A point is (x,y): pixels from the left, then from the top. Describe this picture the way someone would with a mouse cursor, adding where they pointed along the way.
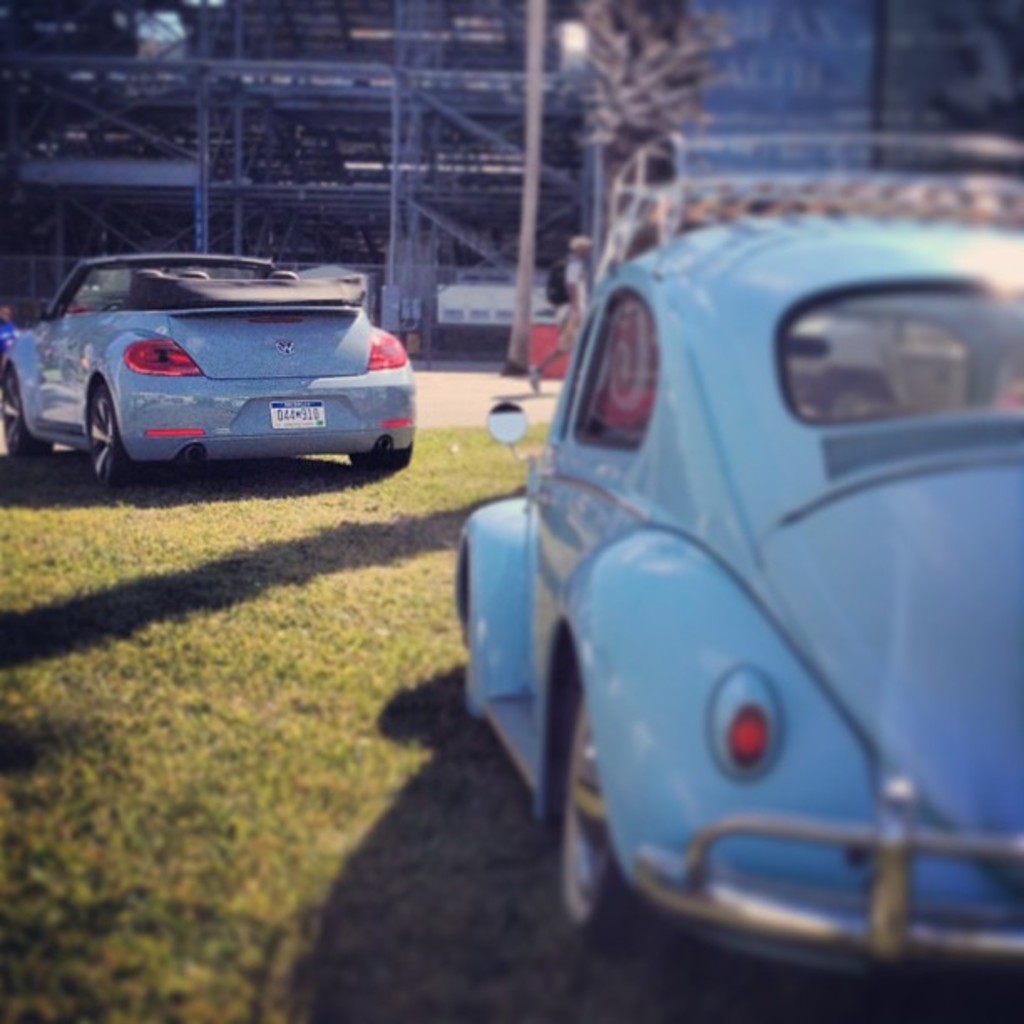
In this image in front (374,441) there are two cars (577,535) parked on the surface of the grass (345,836). At the center of the image (468,408) there is a road (493,375). In the background of the image (503,188) there are buildings (491,68).
